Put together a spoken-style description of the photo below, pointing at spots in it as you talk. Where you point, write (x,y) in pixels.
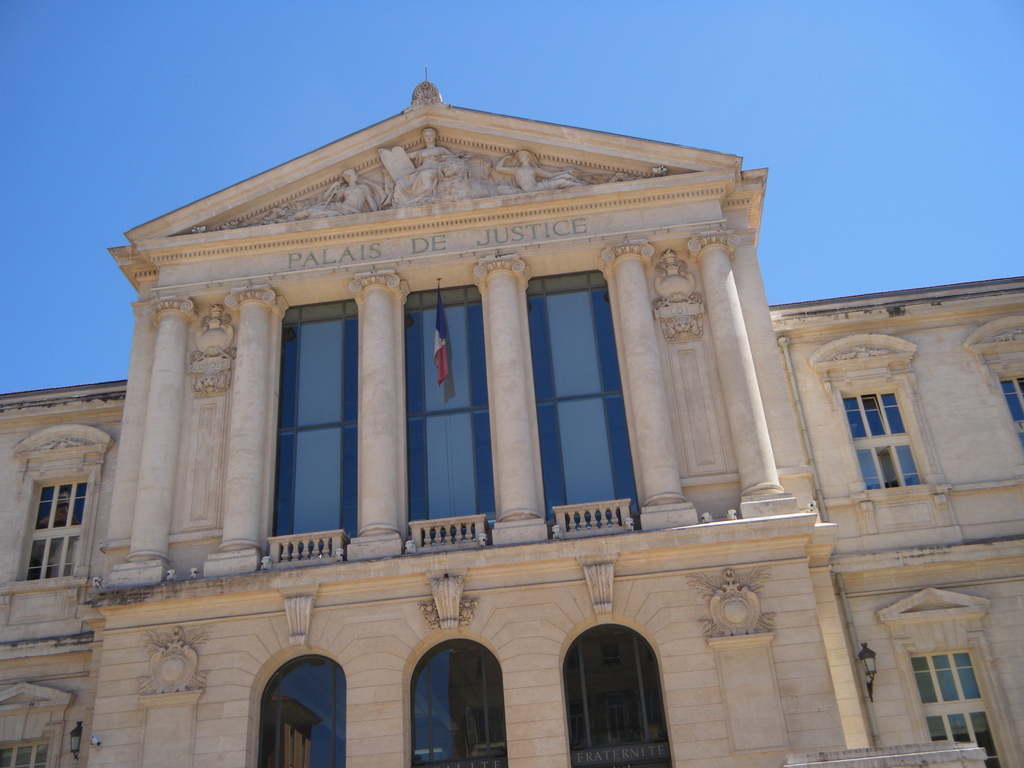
In the image I can see the building (847,473), windows (928,700), lights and the flag (440,364). The sky (449,98) is in blue color.
